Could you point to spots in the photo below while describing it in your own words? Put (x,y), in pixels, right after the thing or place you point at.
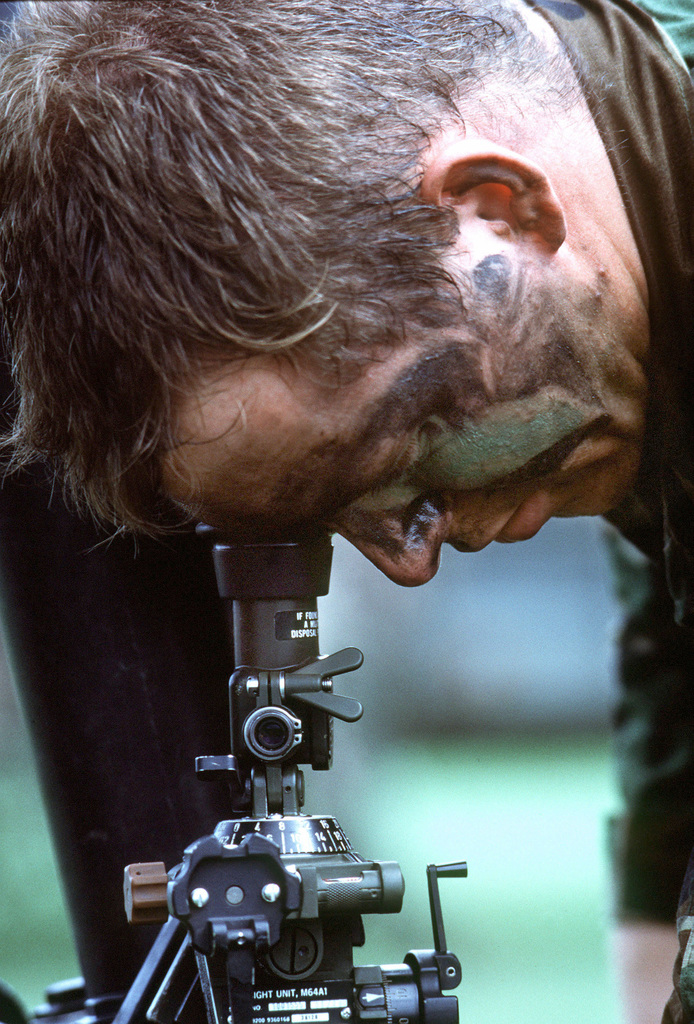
In this image I can see a man (363,239) bending and watching through a sight unit (277,801). The background (478,697) is blurred.
